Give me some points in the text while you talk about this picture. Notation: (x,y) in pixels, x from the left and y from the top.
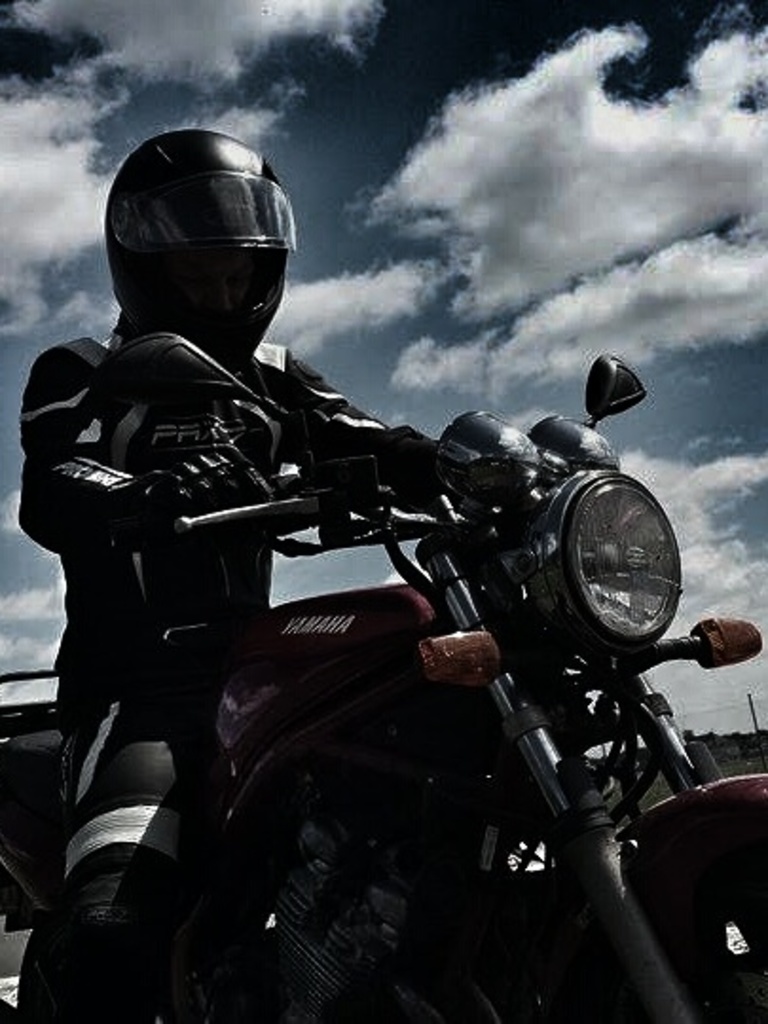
We can see sky (390,126) with cloud (551,233). Here we can see one man (119,482) riding a bike (591,598). He wore helmet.
